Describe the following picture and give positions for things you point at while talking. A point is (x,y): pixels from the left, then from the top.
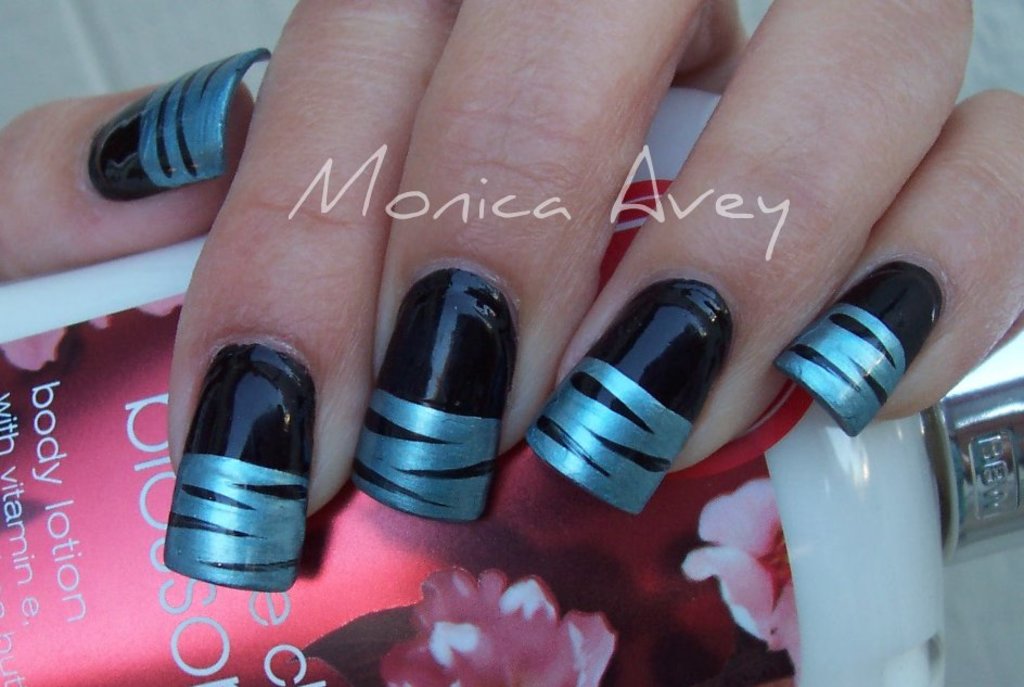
In this picture we can observe nails (308,408). There is a nail polish (240,377) on the nails (876,362) which is in black and blue color. We can observe a white color watermark (552,209) on this picture. There is a pink color bottle (90,540).
